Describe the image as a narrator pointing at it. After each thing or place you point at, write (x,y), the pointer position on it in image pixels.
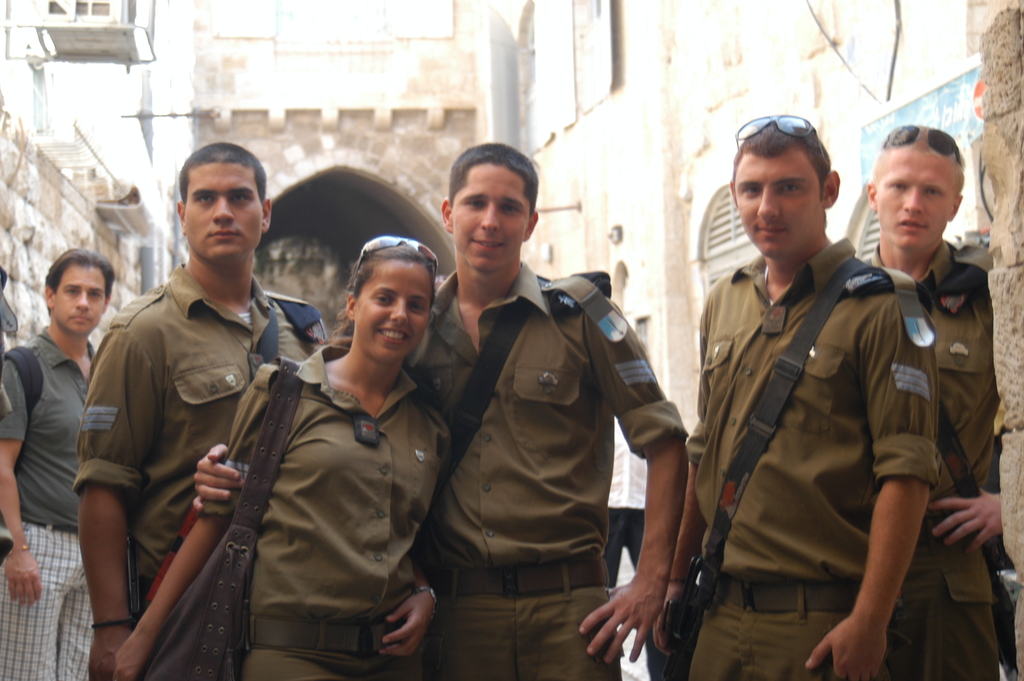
In this picture we can observe some people (385,379) standing. Most of them are wearing brown color shirts (442,455). We can observe a woman (342,432) and man (475,370) in this picture. In the background (197,128) there is a wall (287,126) and a condenser (88,45) on the left side (137,52).
